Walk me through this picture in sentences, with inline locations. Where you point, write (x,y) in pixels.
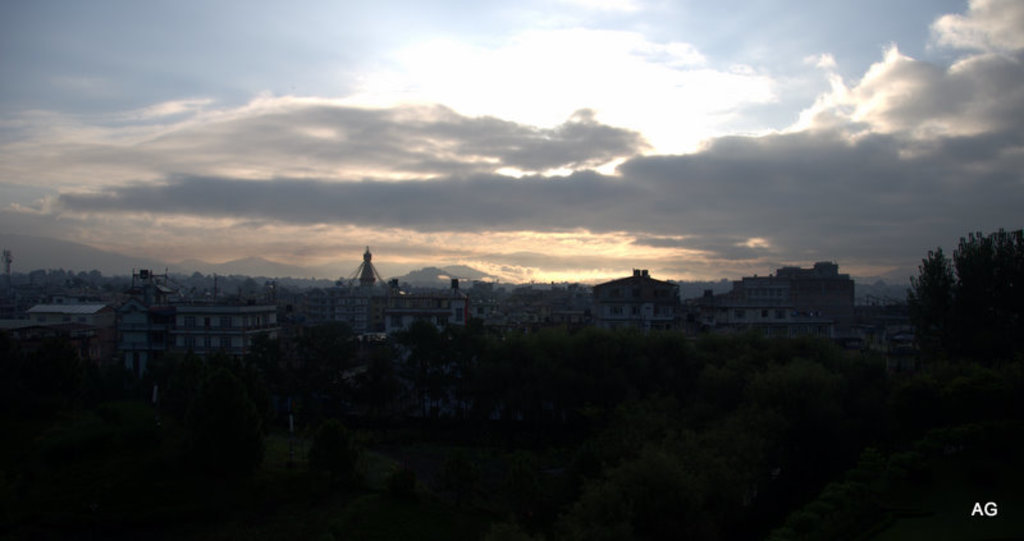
In this image I can see the sky (384,143) and I can see building (129,318) and trees (951,301) and at the bottom (121,440) I can see picture is very dark.
